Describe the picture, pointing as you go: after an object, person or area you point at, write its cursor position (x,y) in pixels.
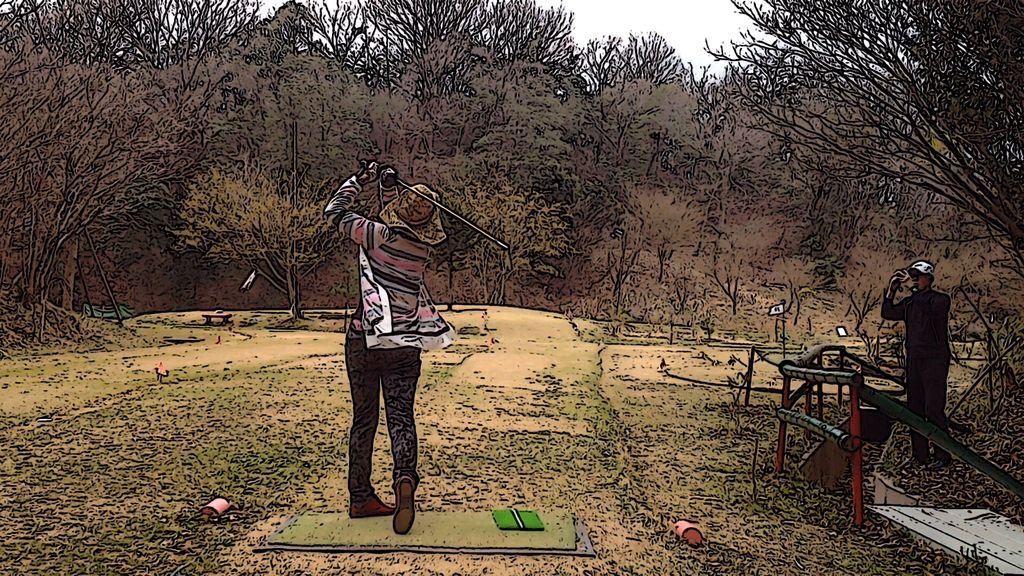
This is an animated image. In this image, in the middle (405,267), we can see a person (402,270) standing and holding a stick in hand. On the right side (936,391), we can see another person (925,405) standing. In the background (22,178), we can see some trees (763,227). At the top (713,47), we can see a sky (698,52), at the bottom (618,489), we can see a mat (424,529) and a grass (142,345).
